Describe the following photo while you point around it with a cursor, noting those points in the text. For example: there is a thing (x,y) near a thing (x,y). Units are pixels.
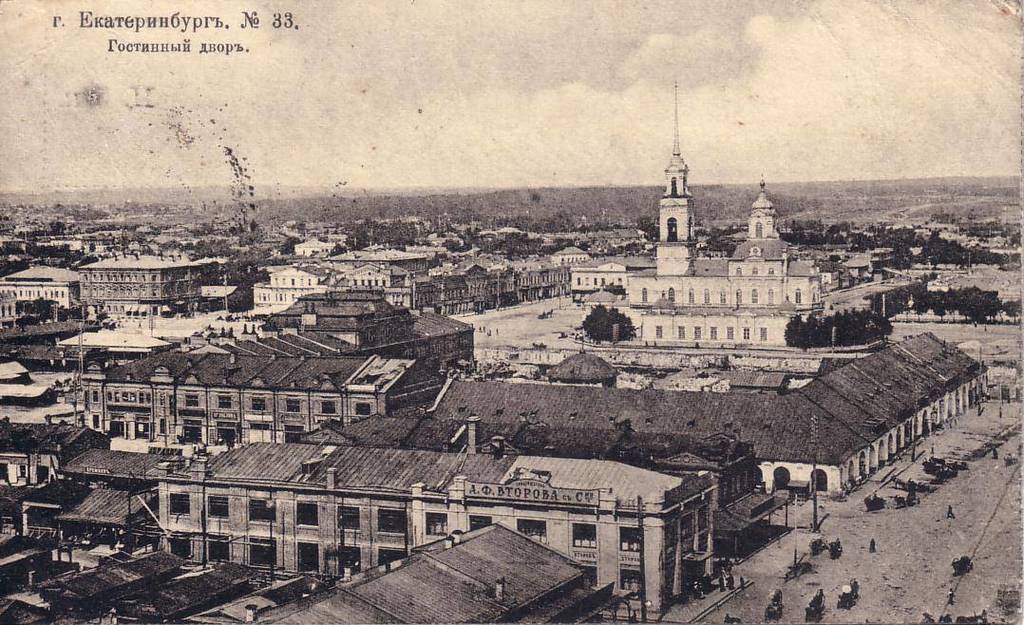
In this image I can see few vehicles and few persons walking on the road (879,573). I can also see few buildings (648,411), trees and the sky (658,96), and the image is in black and white.
